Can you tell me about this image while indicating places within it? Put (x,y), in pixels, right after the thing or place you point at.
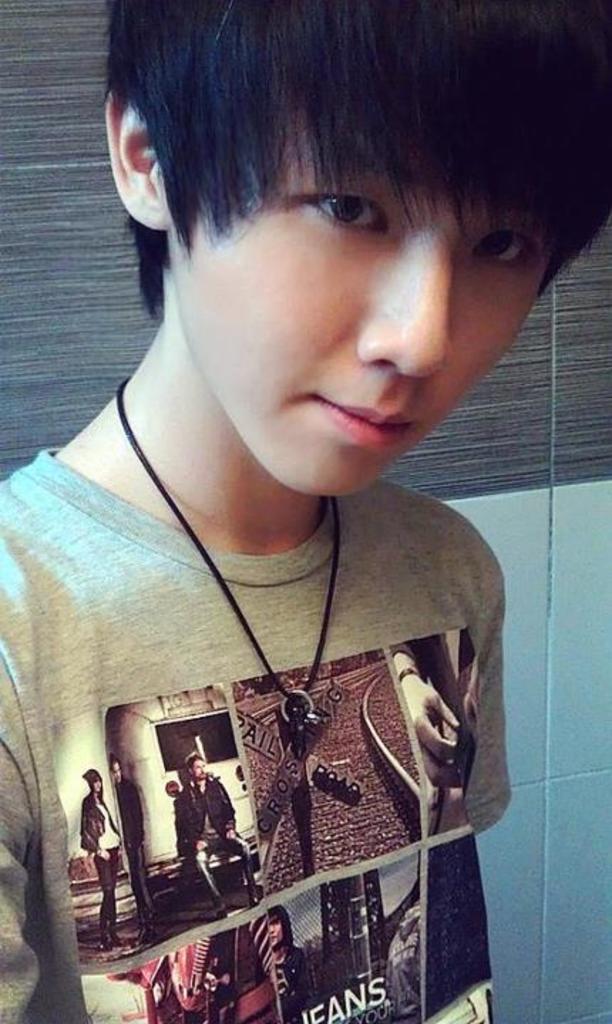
In the image there is a man (242,192) standing in front of a wall (51,151), he is wearing grey color t-shirt (168,710) and a locket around his neck (204,459).
